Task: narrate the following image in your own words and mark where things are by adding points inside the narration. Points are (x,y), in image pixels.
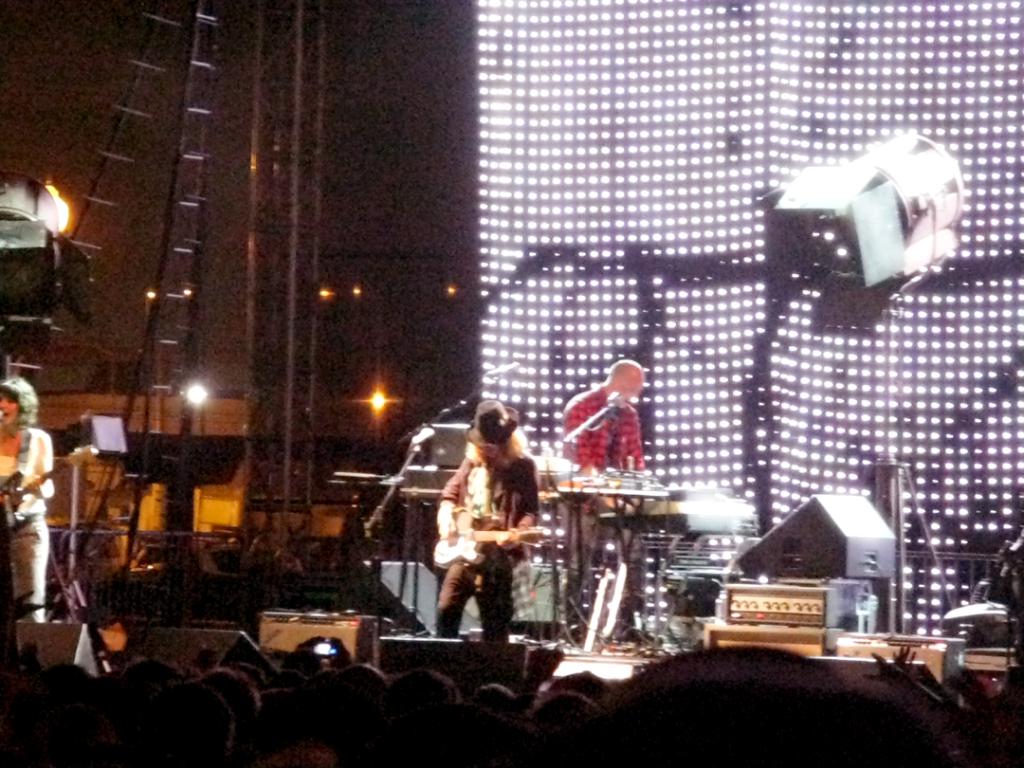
In this image there are group of persons (455,474) who are playing musical instruments (508,535) on the stage (415,632) at the foreground of the image (398,679) there are some spectators (605,712) and at the background of the image (640,276) there are some lights (581,260).
